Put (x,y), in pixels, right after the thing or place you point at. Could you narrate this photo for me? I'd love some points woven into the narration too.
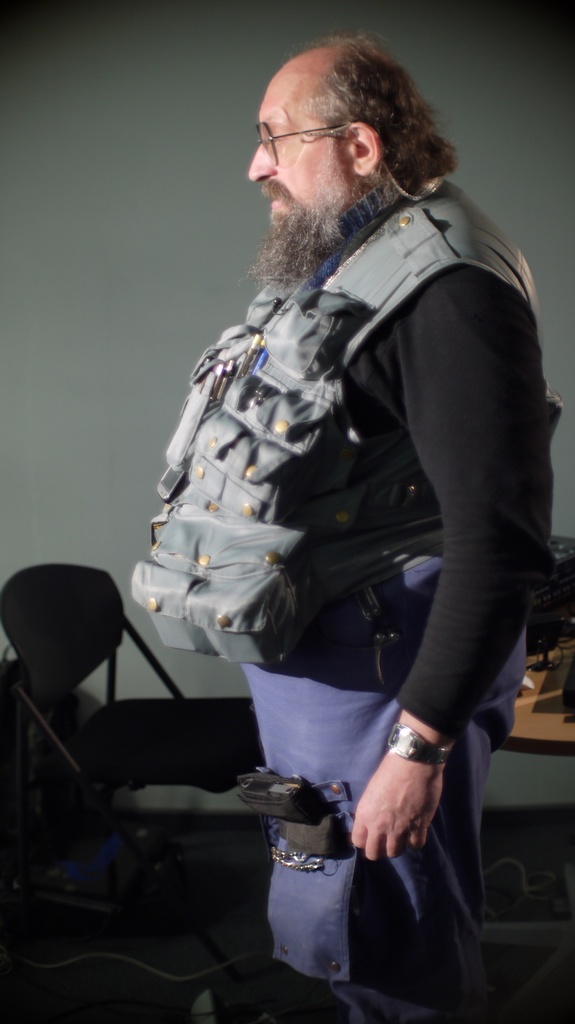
In this image we can see a person (282,645) standing and wearing the spectacles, there is a chair (238,750) and a table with some objects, in the background (55,389), we can see the wall (109,417).
